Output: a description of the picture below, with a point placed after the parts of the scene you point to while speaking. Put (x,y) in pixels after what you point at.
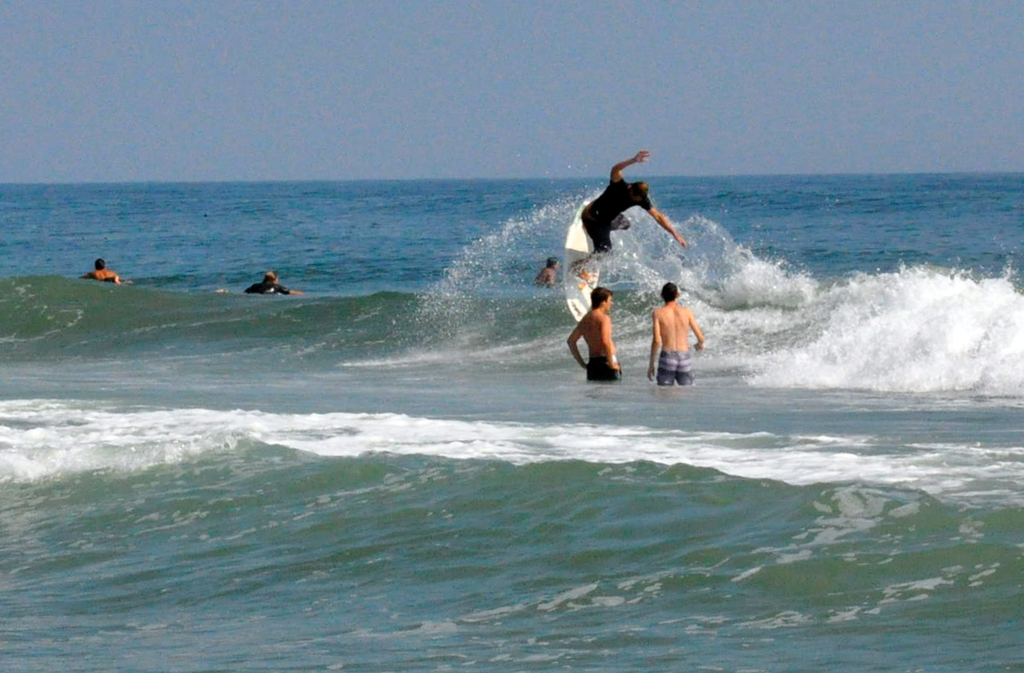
In this image we can see some people (661,317) in a large water body (651,239). In that a person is surfing in the water (655,306) using a surfing board (587,297). On the backside (702,132) we can see the sky (685,111) which looks cloudy.
